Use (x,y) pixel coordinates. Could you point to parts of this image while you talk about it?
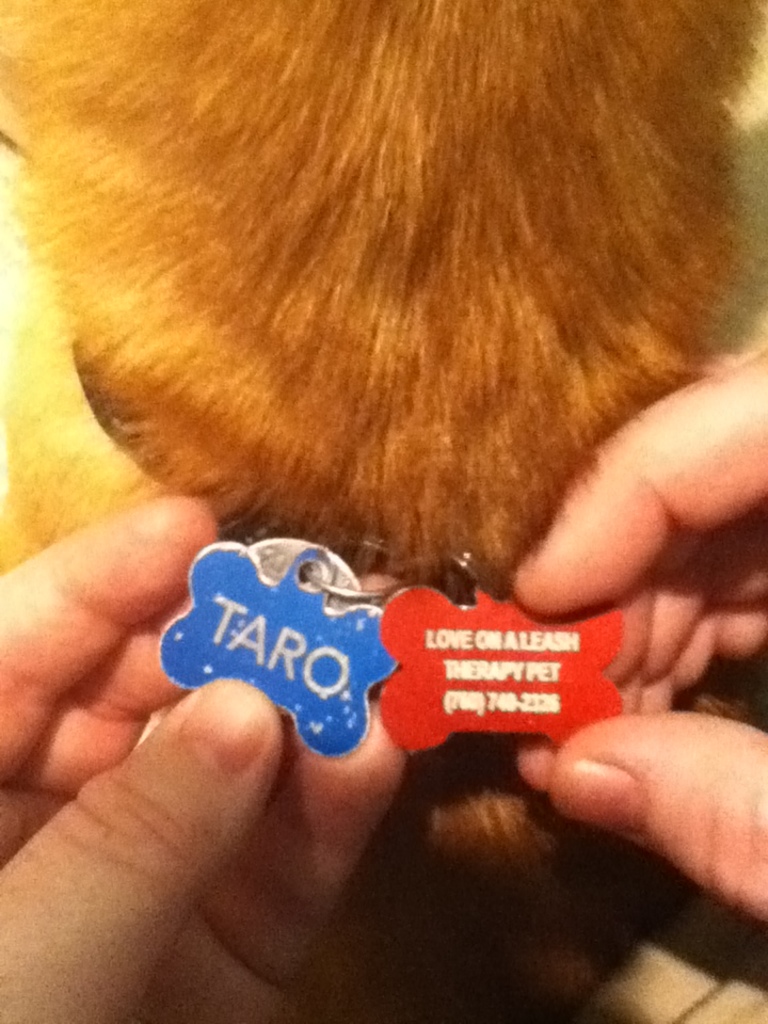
In this image we can see a person (137,847) holding a locket (287,691). In the background (217,428) there is an animal (443,501).
